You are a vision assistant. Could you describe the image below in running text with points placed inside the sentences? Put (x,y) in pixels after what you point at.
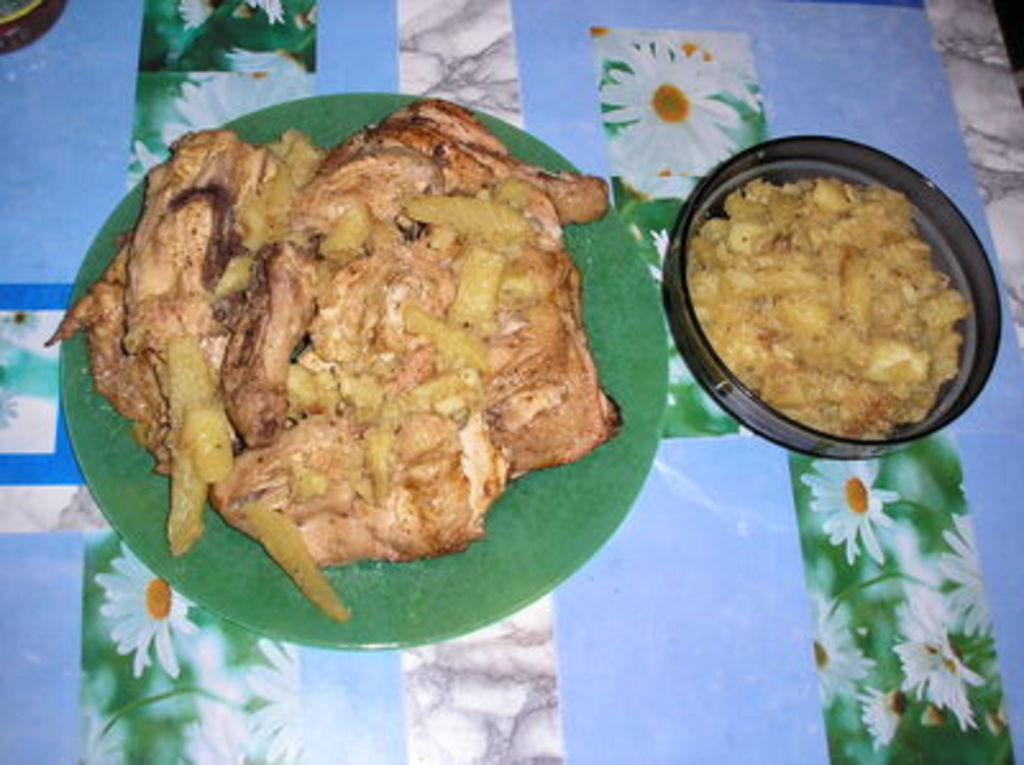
In this image there is a table (488,663), on that table (14,361) there are plates (651,383), on that plate (719,183) there is a food item (784,282).
